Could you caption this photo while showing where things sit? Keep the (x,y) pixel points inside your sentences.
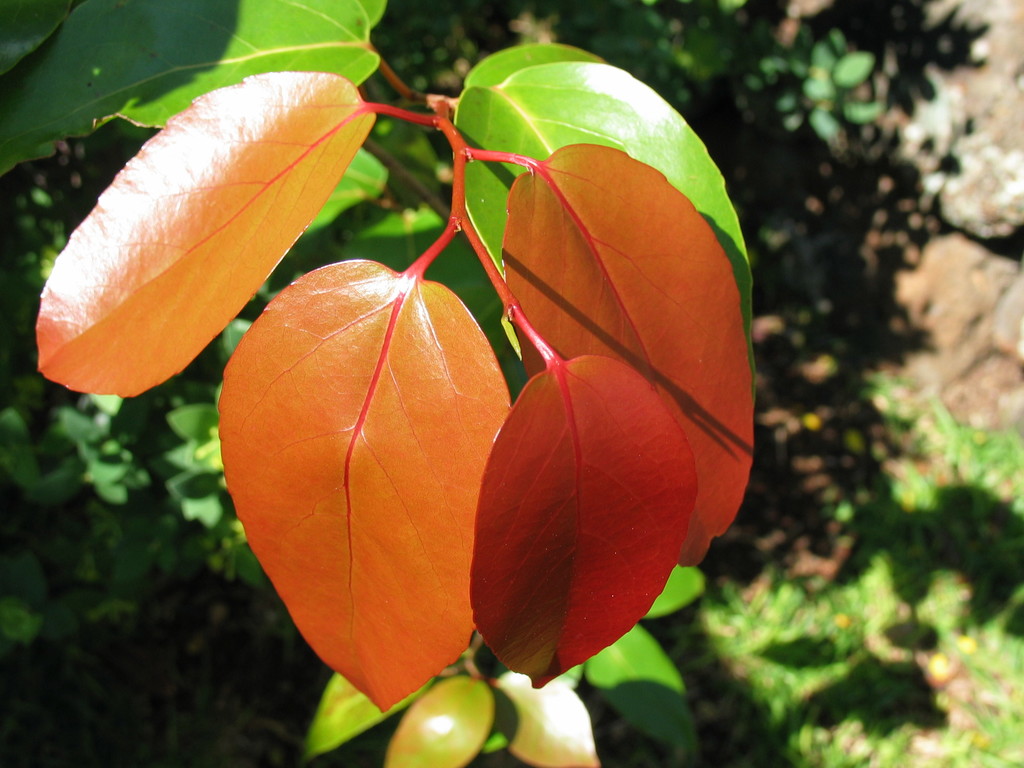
In this image I can see few green and orange color leaves (571,362). Back I can see a shadow (915,183) and few rocks (952,209).
